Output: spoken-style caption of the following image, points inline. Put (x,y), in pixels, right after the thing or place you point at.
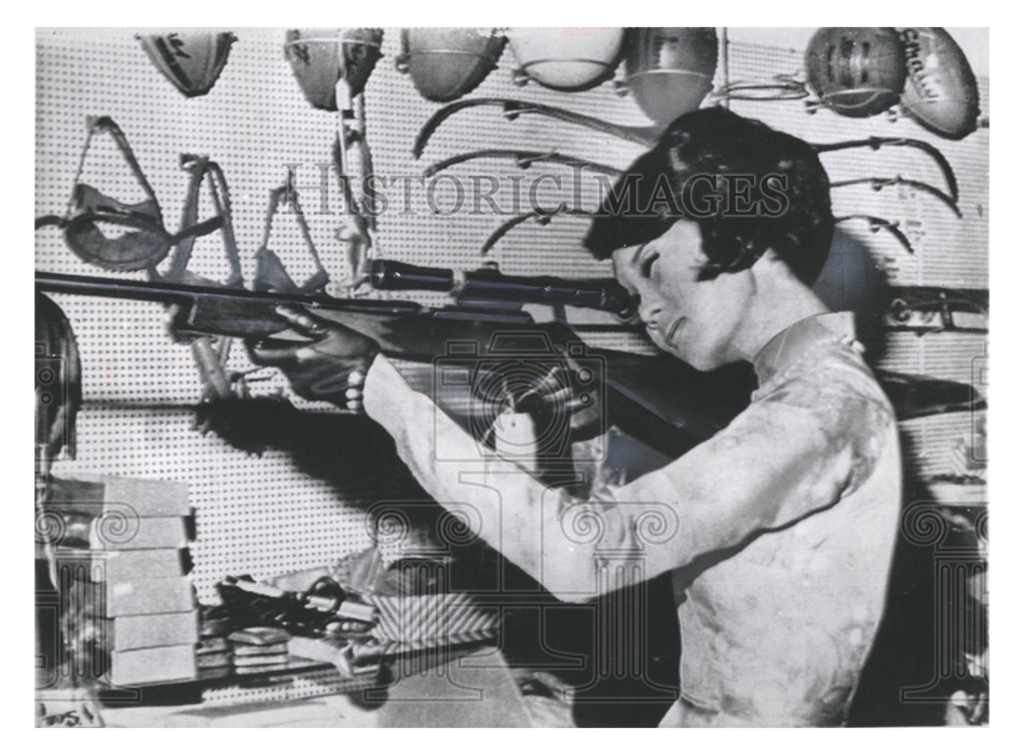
this is a black and white image. On the right (734,260) there is a person (779,470) holding a rifle (575,330) and standing on the ground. On the left (228,704) there is a table (479,657) on the top of which many number of items (296,579) are placed. In the background (237,111) there is a pegboard wall (251,87) and we can see the balls (886,38) are hanging on the wall (736,58). In the center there is a watermark (631,182) on the image.
